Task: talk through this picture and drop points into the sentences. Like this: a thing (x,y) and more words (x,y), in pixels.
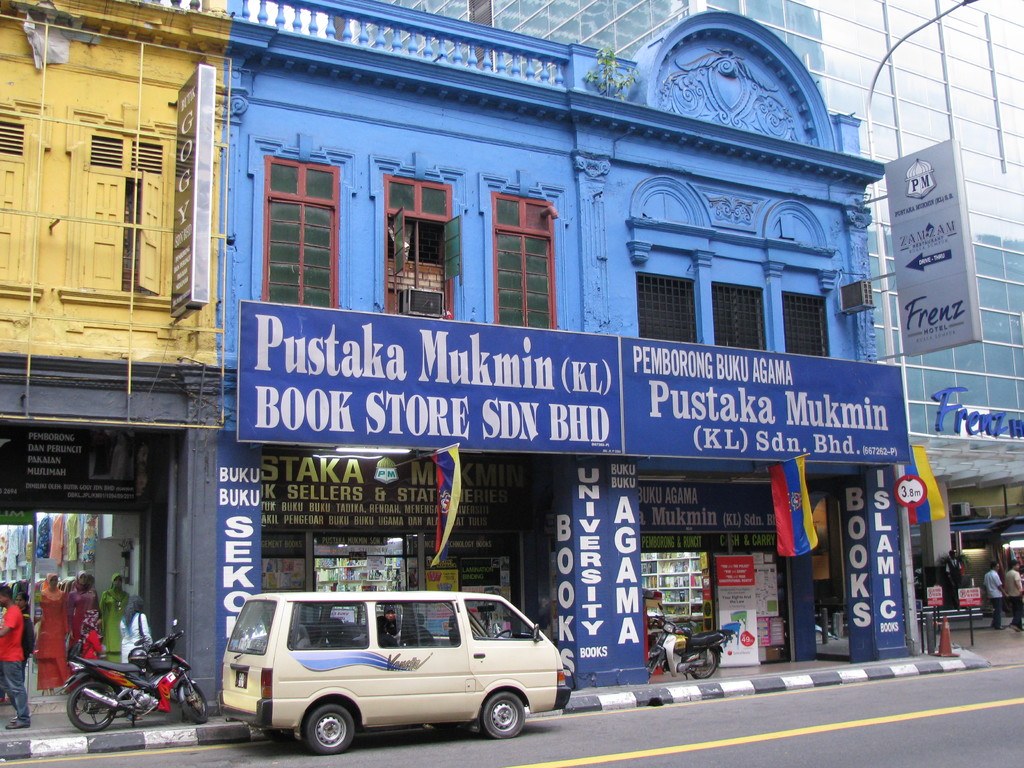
In this image I can see the vehicle (474,721) on the road (484,750). To the side of the road (465,733) I can also see the motorbikes (690,673), traffic cones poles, boards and few people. In the background (398,309) I can see the buildings (437,252) with windows (1023,178), boards (411,441) and the flags (785,521).
